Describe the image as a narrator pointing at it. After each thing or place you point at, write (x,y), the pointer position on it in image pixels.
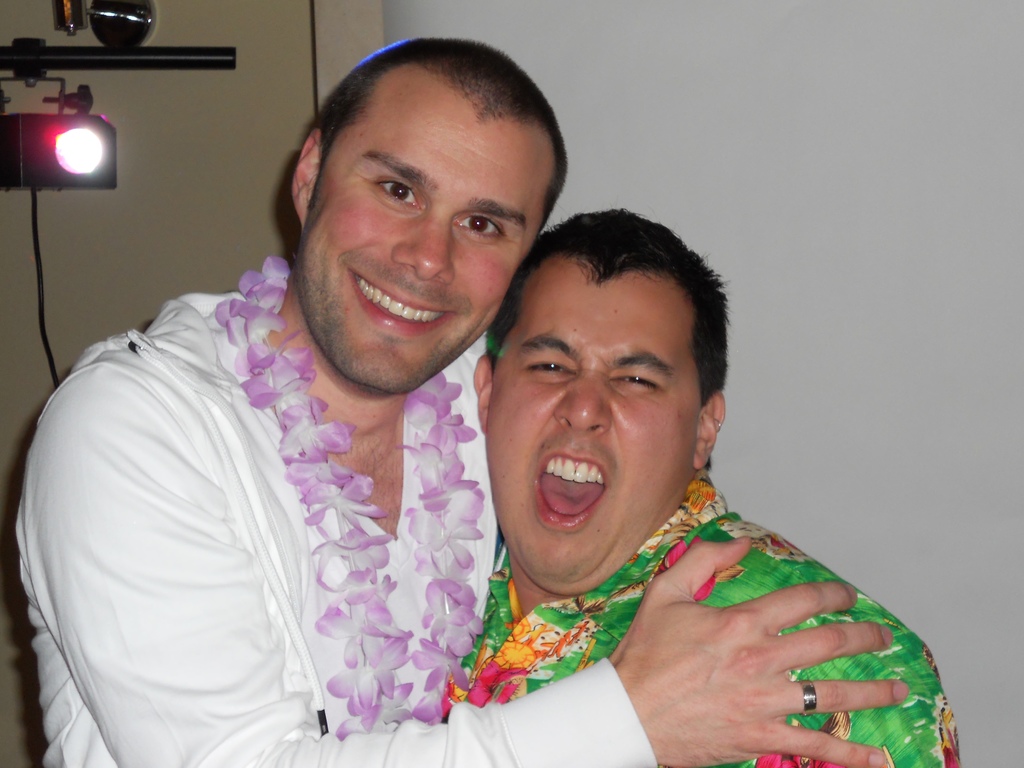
In this picture I can see couple of men (608,545) standing and I can see a light (79,162) to the stand (82,66) and I can see a door (254,110) in the back (254,110).
